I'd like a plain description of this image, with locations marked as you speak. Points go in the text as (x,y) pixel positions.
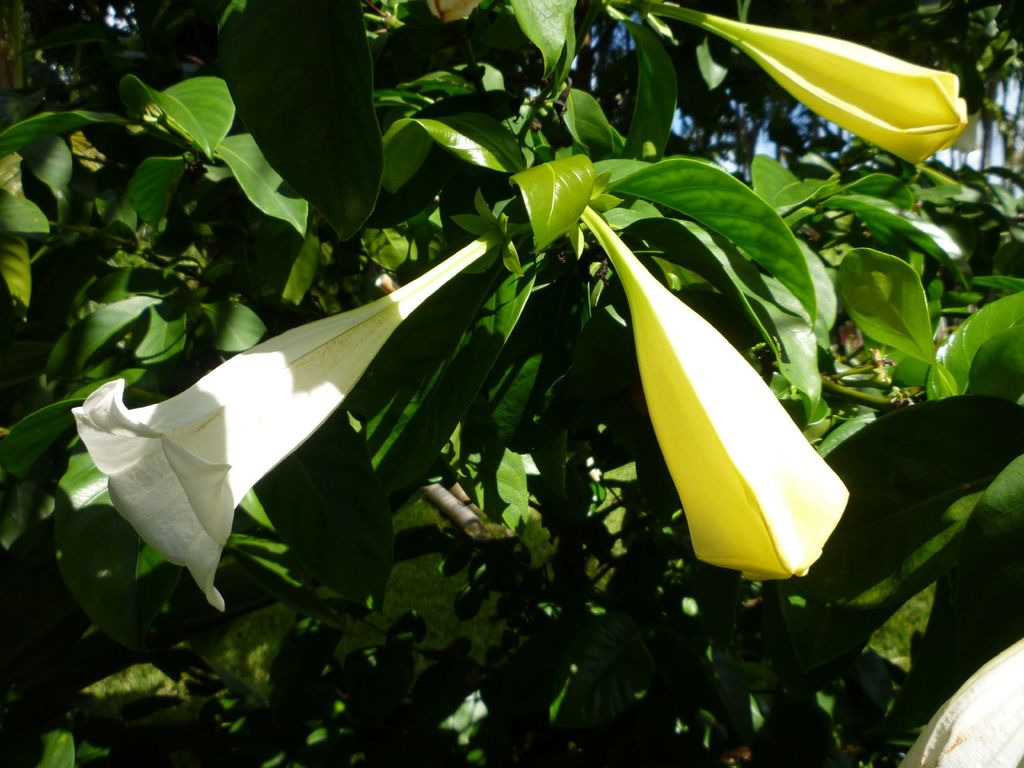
In this image we can see flowers (675,383) and leaves (467,309).
